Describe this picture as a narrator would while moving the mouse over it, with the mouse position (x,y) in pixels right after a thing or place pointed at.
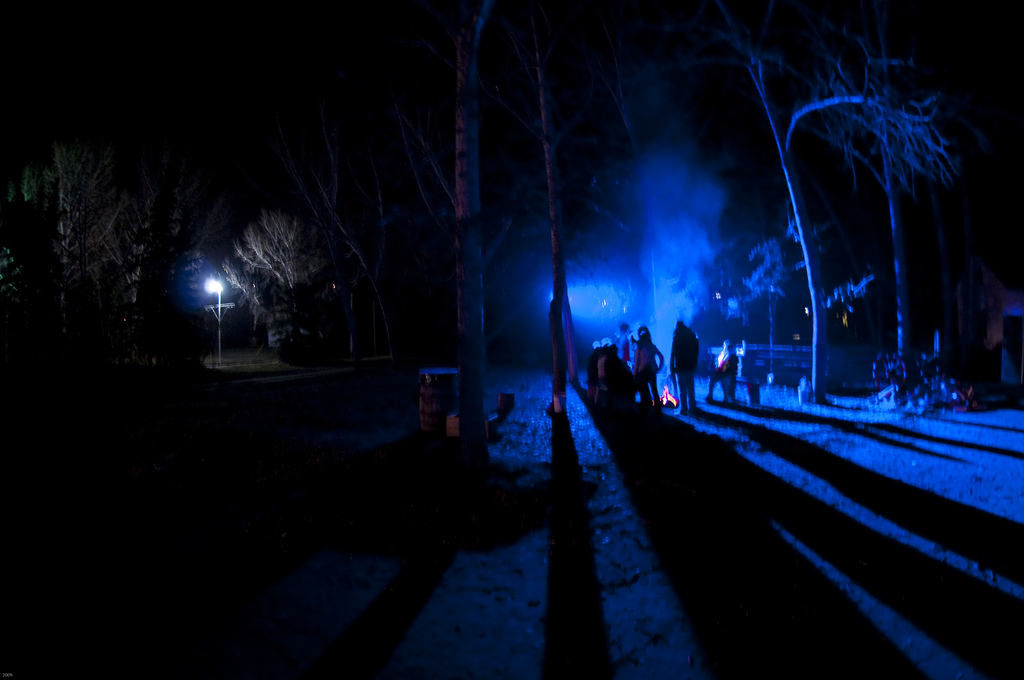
In this image there is a land (456,580) at the bottom (655,565). In the middle (643,352) there are few people (676,349) standing on the ground (693,415) around the camp fire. On the left side (213,311) there is a pole (211,306) to which there is a light (214,292). Beside the pole (224,305) there are trees (181,188). This image is taken during the night time.
